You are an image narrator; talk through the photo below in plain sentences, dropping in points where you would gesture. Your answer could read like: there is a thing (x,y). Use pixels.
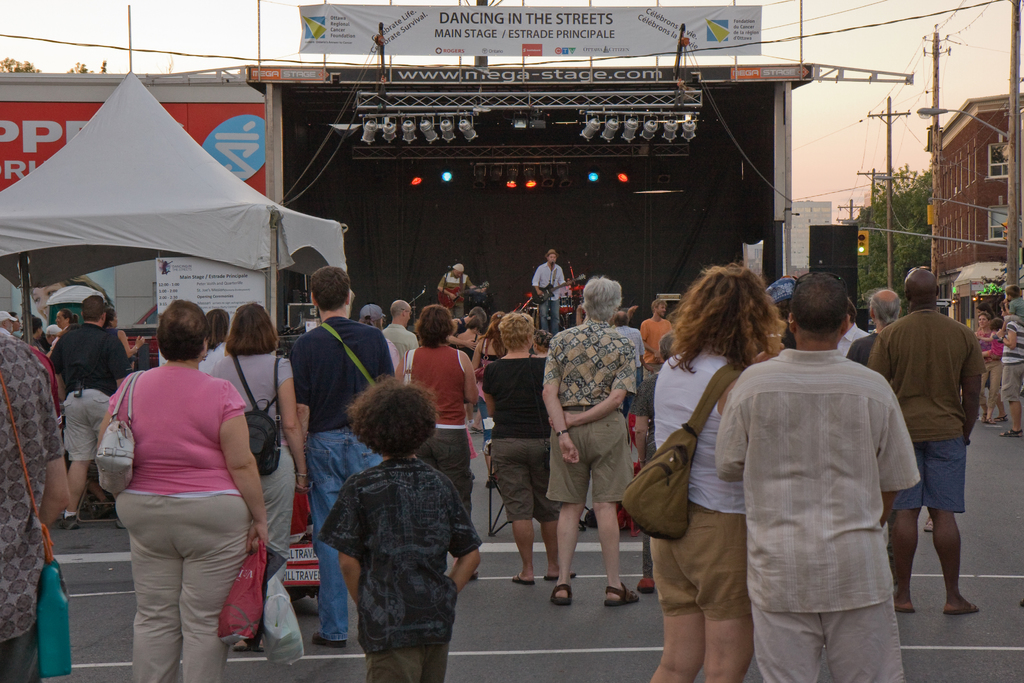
At the bottom of the image (413,530) there are many people (287,485) standing on the road (1000,492). In front of them there is a stage (356,171) with two people (458,281) are standing and playing musical instruments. In the background (987,117) there trees (922,205), buildings (941,191), electrical poles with wires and also there is a tent (178,187).
